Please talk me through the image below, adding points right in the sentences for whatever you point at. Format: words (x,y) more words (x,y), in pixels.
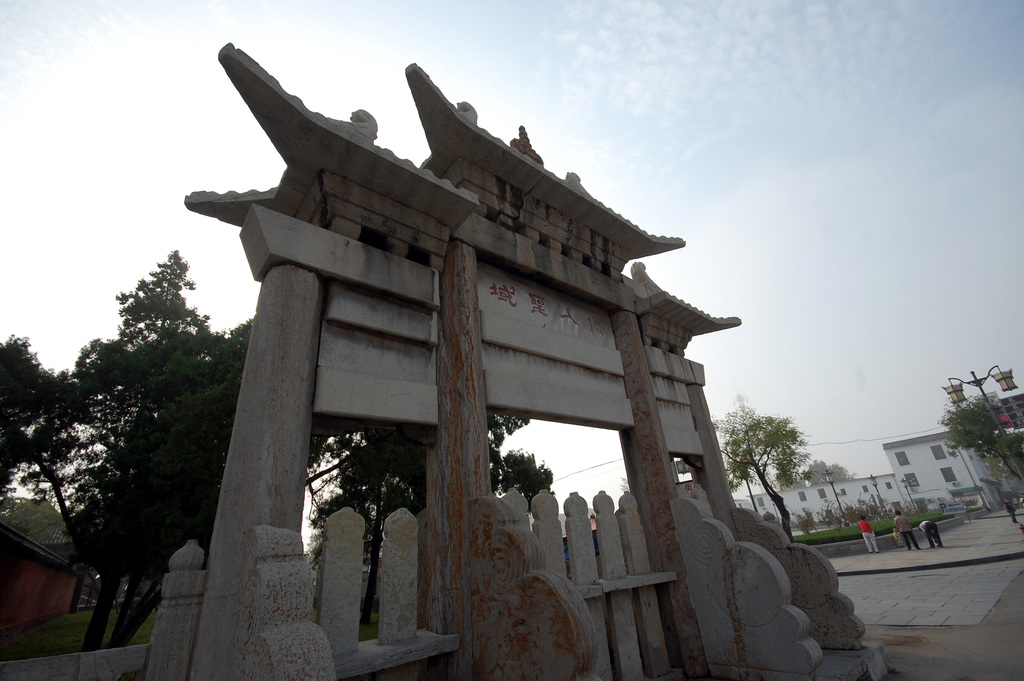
In this image, there are a few people (914,540), buildings (864,488), poles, trees (992,462) and plants (878,513). We can see the ground (935,633) and the sky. We can see some grass (809,534) and a wire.
